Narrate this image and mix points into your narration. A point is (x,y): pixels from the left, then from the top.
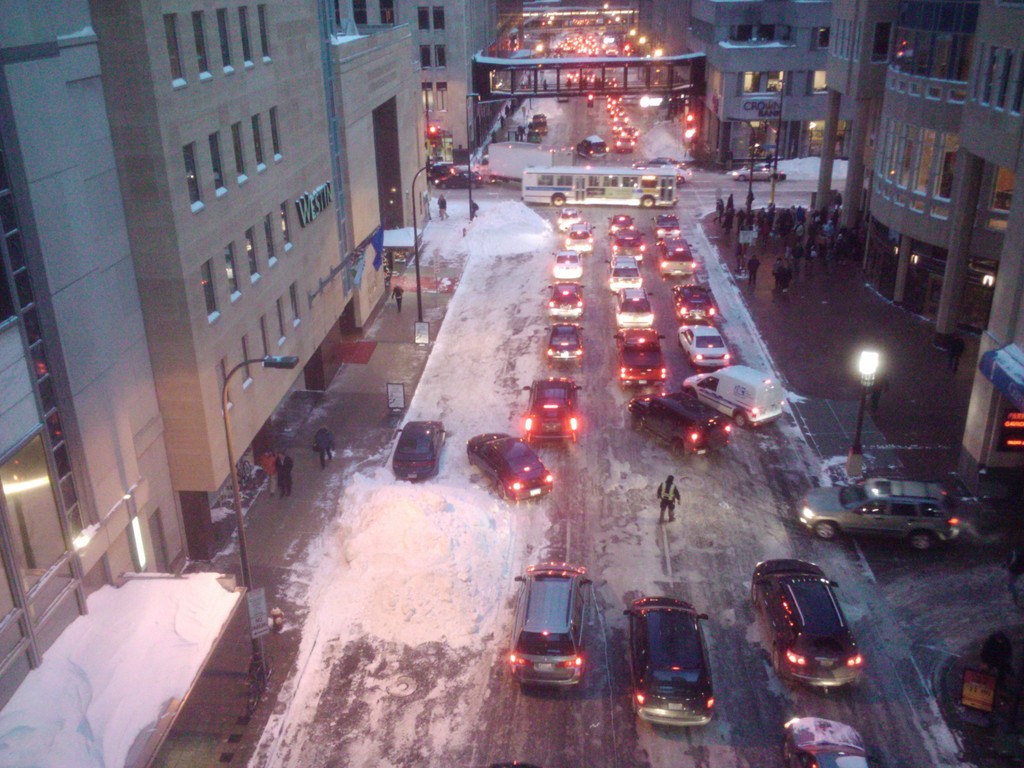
In this picture we can see some vehicles (591,174), on the left side (250,59) and right side (955,118) there are buildings (746,55), we can see foot over bridge (640,84) in the middle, there are some pole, lights (650,99) and some people (846,236) in the middle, we can see windows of this building (210,130).
